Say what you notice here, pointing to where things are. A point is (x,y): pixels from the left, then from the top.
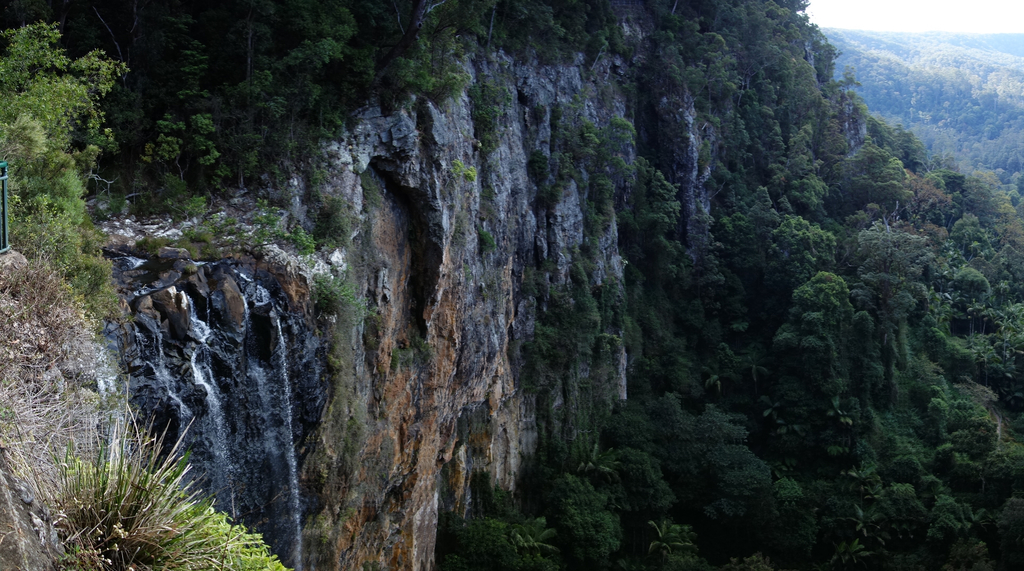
As we can see in the image there are hills (1009,174), water (218,410), rocks (237,313), plants (113,312) and trees (827,213).
